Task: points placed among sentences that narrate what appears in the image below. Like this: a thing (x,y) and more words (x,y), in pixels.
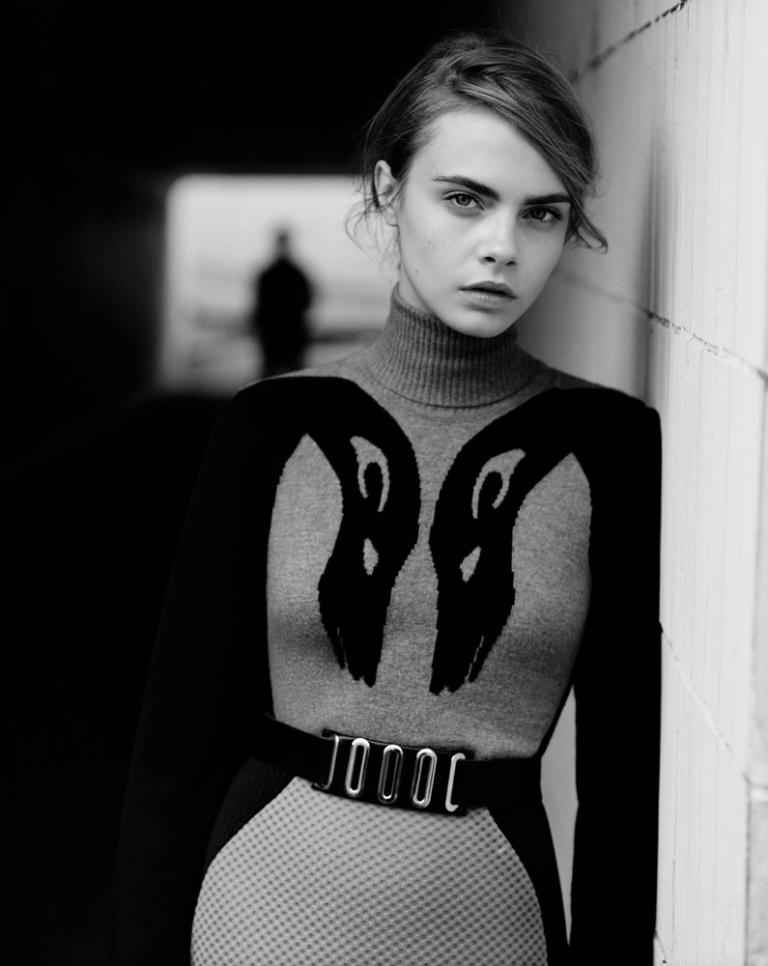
This is a black and white picture. In the middle of the picture (485,338), we see the woman (584,554) is standing. Beside her, we see a white wall (681,694). Behind her, we see the person (293,310) is standing. On the left side (130,174), it is black in color.
